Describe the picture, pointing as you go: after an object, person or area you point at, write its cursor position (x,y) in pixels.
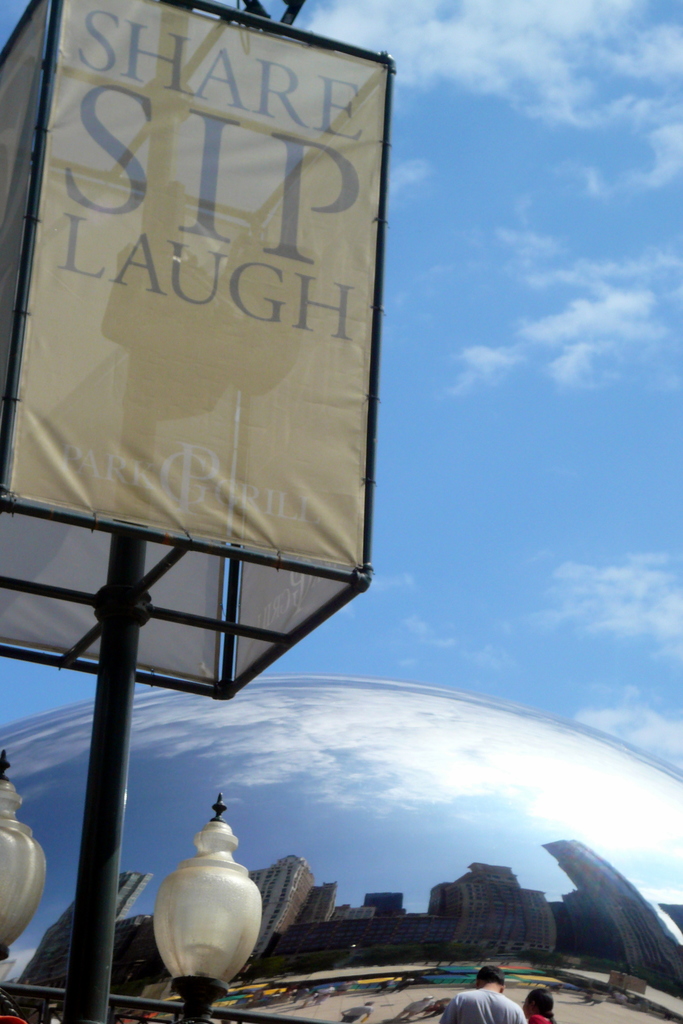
In this picture I can see there is a pole (128,592) with banner (186,308) and lights (216,912), there is a bubble (399,980) at right side (467,963), there are few people (456,1007) walking, there are buildings (263,892) with glass windows (406,927) and the sky (565,544) has clouds (614,298).
